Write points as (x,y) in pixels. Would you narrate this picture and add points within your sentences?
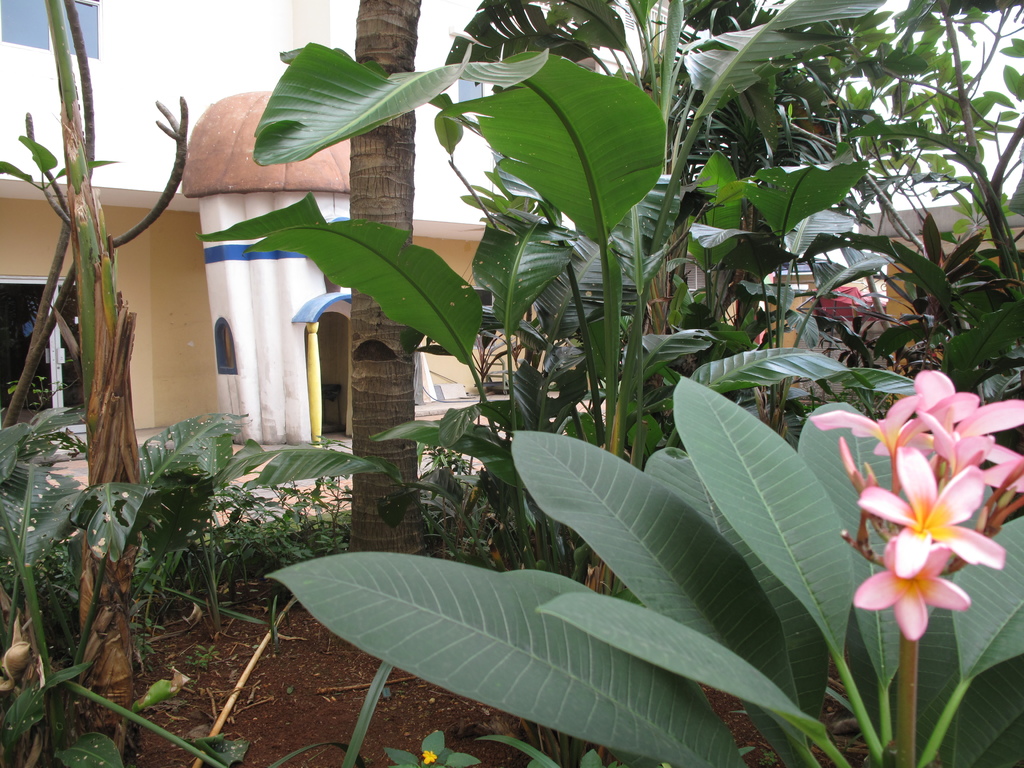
In this picture we can see the buildings (311,184), windows (76,15), door (57,406), trees (405,399), plants (426,504), ground (318,718) and flowers (927,480).
